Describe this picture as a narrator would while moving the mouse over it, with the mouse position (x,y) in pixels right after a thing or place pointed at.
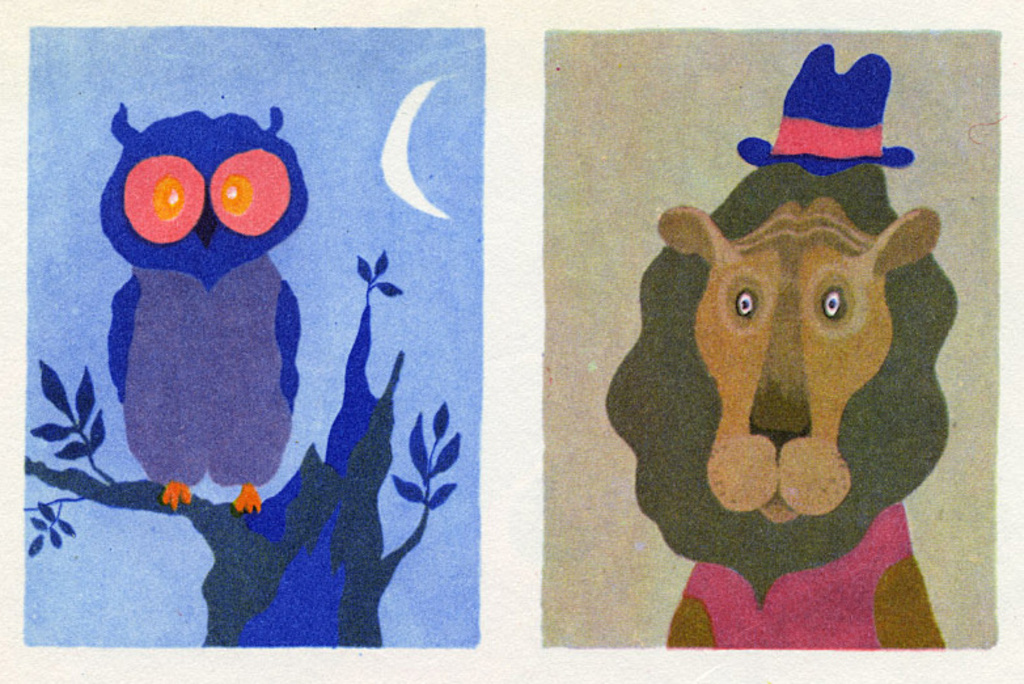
In this image we can see a paper (489,384) and on the paper (519,482) we can see an owl (233,333) and a lion (794,320) with a hat (847,132) painting.
